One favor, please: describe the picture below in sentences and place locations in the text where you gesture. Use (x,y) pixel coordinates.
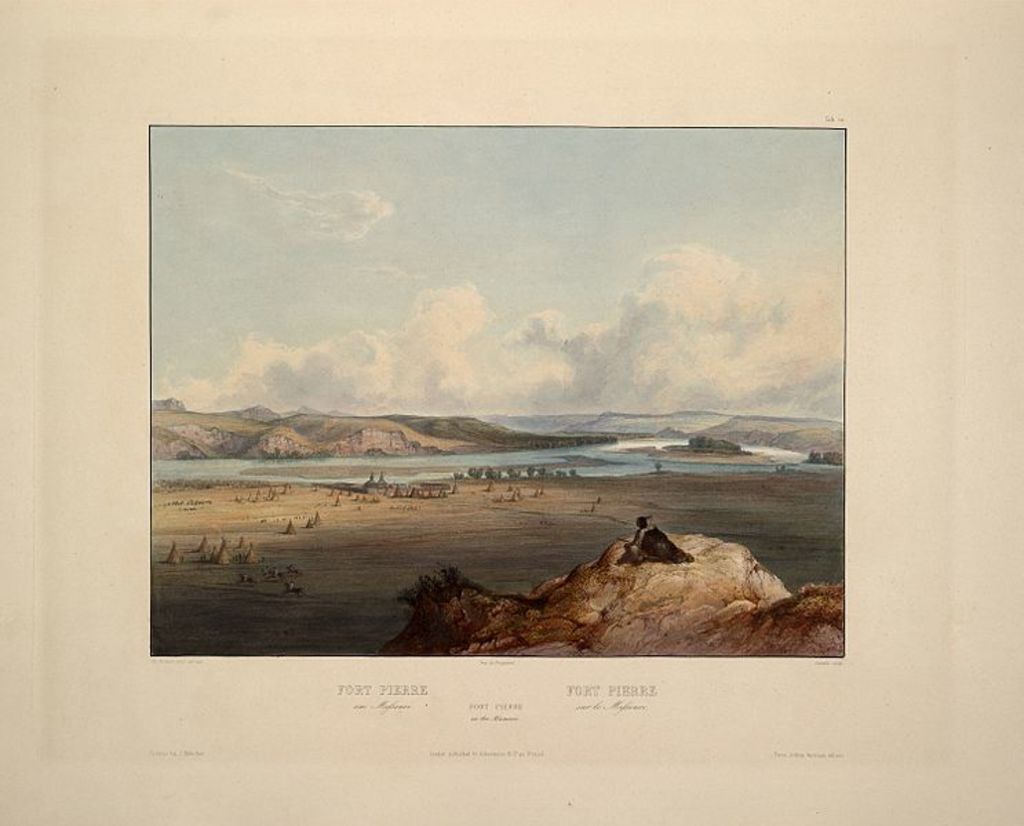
In this image we can see a paper (55,514) in which a painting (490,537) is there and some text (655,692) was written.
